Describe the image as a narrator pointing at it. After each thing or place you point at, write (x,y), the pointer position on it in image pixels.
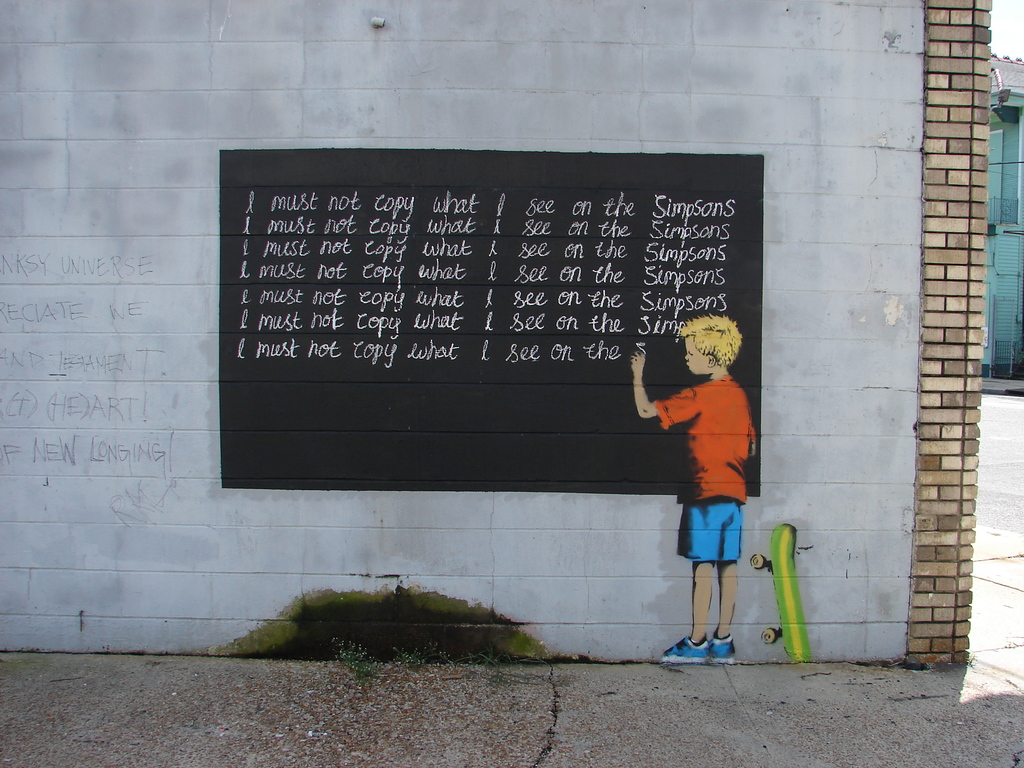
In this image I can see the wall painting (518,422). In the painting (363,441) I can see the person (730,594) wearing the blue and orange color dress (685,432). To the side there are skate wheels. I can see the person (724,581) is writing the text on the black surface (505,365). To the side I can see the house (995,135) and the sky (998,1).
